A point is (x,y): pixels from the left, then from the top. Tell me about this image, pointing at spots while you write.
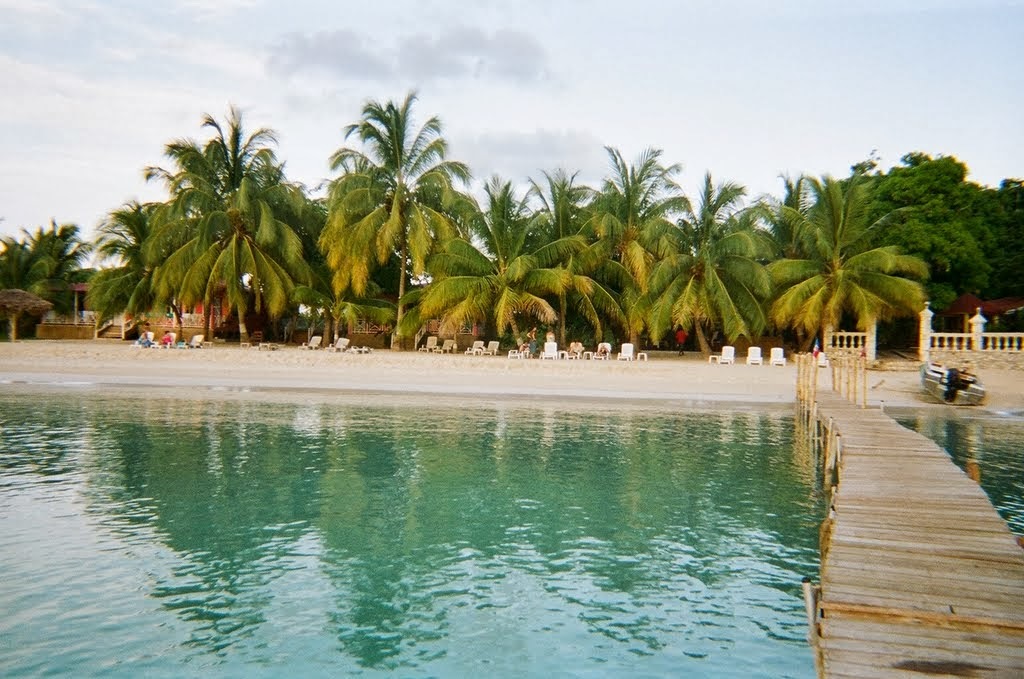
In this image I can see the water (400,476), the wooden bridge (864,509), a boat (967,392) on the shore (911,387) and few chairs (760,362) and few persons (150,343) sitting on the chairs (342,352). In the background (796,280) I can see few trees (764,290) and the sky (657,86).
